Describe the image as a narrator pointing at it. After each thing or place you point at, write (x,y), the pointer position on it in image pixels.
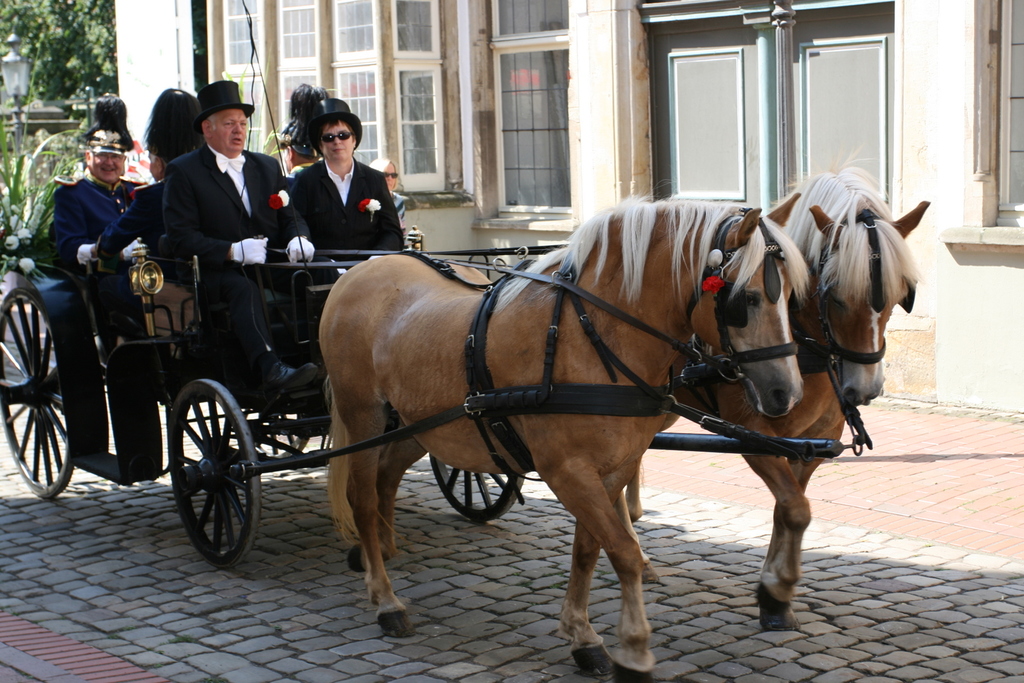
In this image we can see a horse cart (534,397) moving on the road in which few people (165,214) are sitting. In the background (446,114) we can see a building (514,93) and few trees (64,81).
